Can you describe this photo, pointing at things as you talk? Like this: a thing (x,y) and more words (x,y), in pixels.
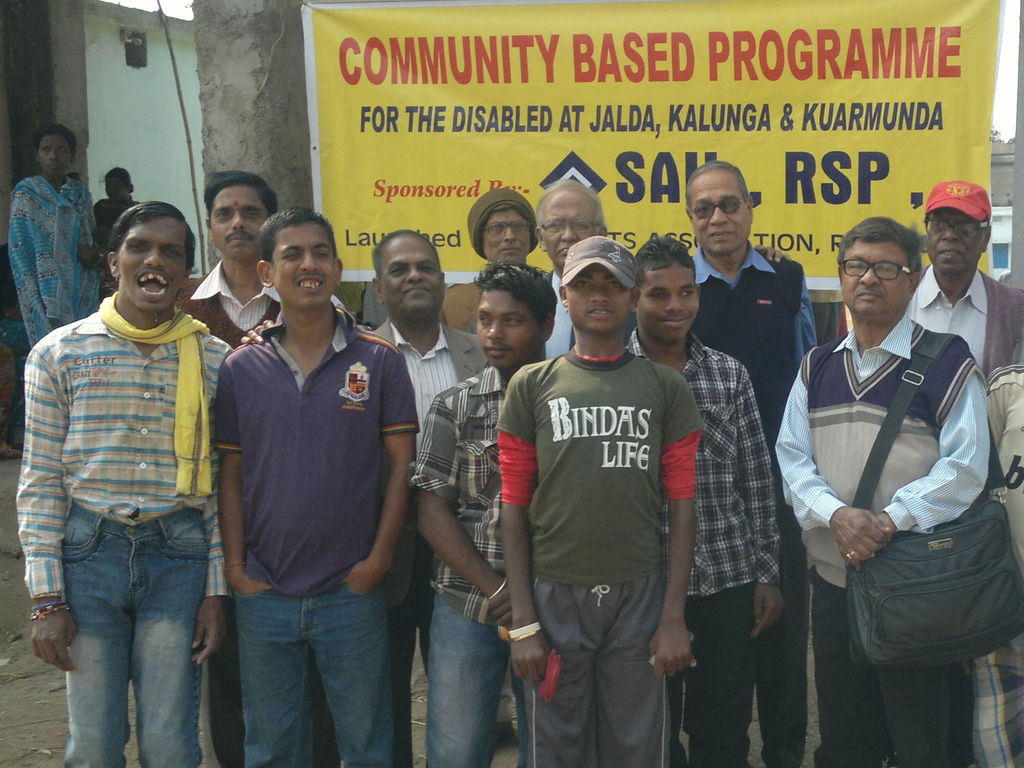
In this image we can see people (550,415). On the right side of the image (885,456) we can see a person (965,500) wore a bag (1003,599). In the background (780,141) we can see a banner (605,186) and wall (169,78).
